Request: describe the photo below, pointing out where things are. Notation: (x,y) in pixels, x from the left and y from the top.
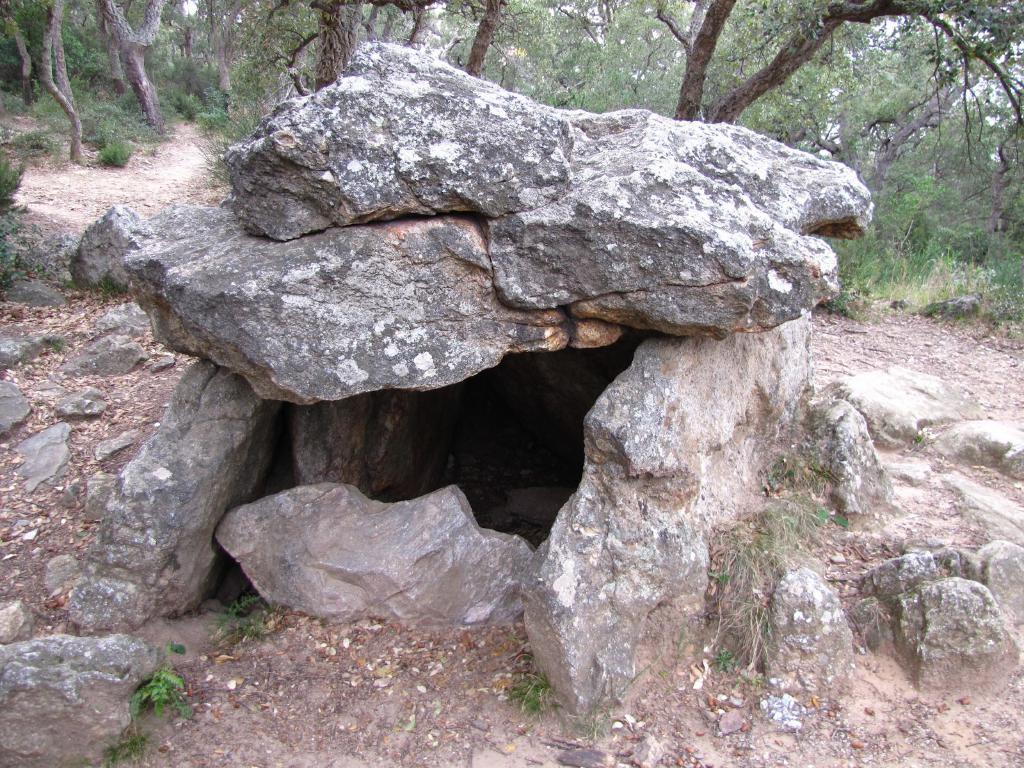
In this image, we can see the rocks (796,643). We can see the ground (902,325) and some grass (871,265). There are a few trees (774,128) and plants (12,261).
